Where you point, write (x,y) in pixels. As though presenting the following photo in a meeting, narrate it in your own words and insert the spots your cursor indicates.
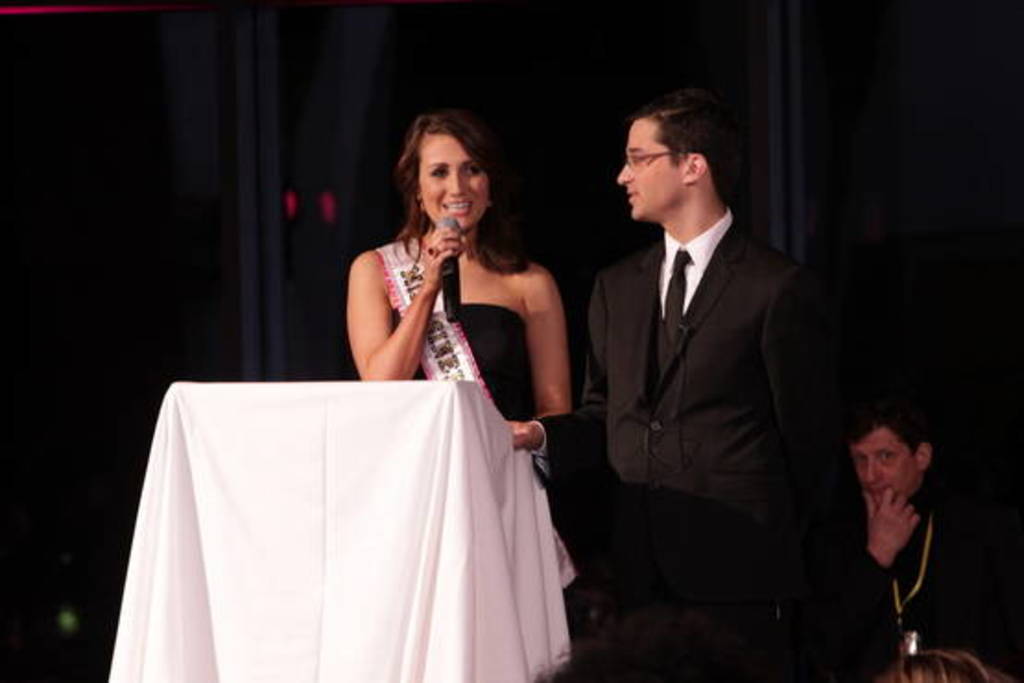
In this image we can see a man (616,484) and a woman (503,380). Man (566,425) is wearing black color suit (620,394) and woman (550,367) is wearing black color dress (485,371) and holding mic (442,294) in her hand (446,233). In front of her white color table (229,557) is there. Right bottom of the image (932,615), one more person (941,630) is sitting.
